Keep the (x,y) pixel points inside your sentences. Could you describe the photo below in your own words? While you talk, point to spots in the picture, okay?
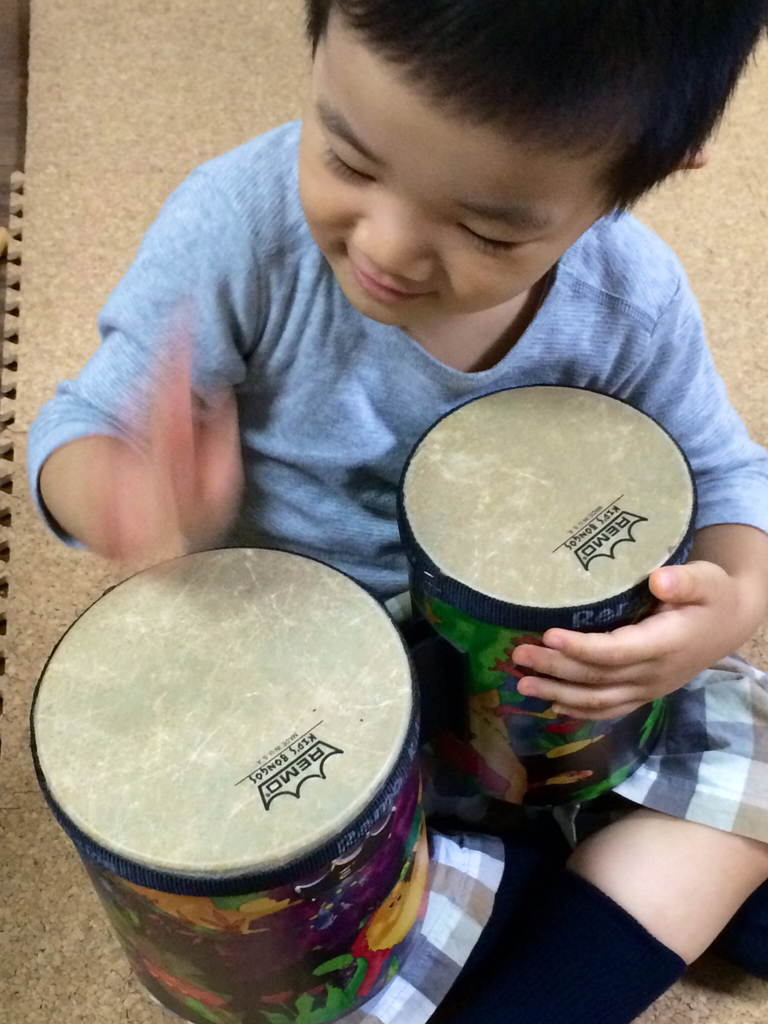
In this picture there is a person (475,157) sitting and playing musical instruments (139,970). At the bottom (36,908) there is a floor (14,289).
